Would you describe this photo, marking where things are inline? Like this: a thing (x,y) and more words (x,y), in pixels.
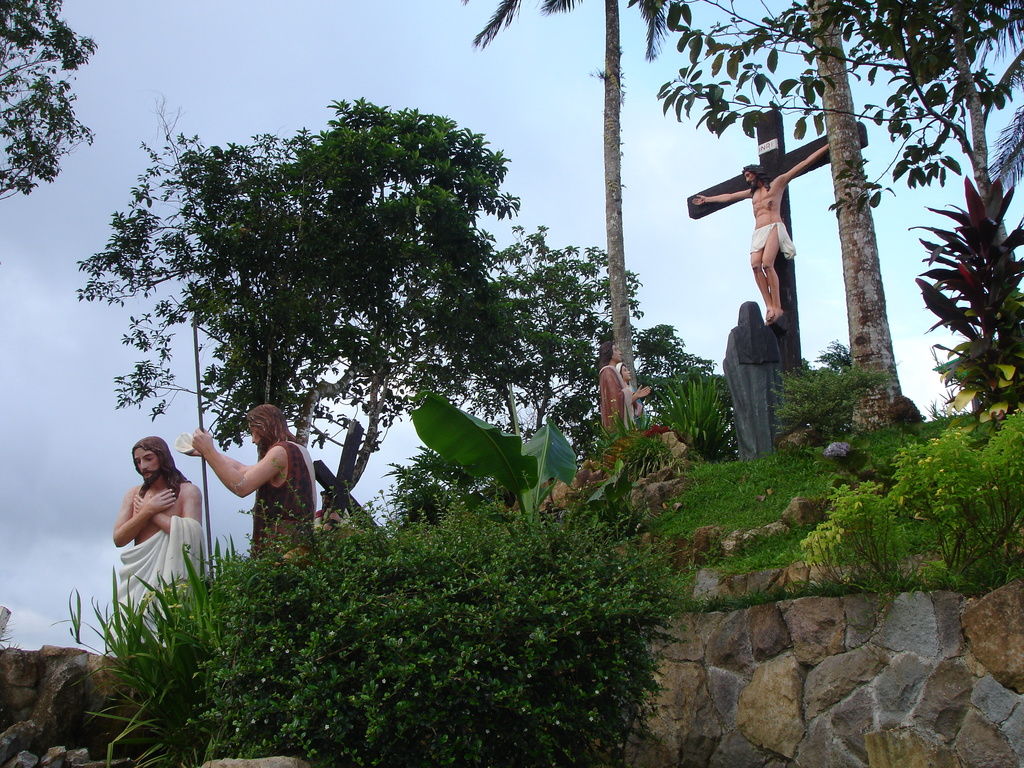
There is a greenery (967,283) and in between the greenery (592,358) there are few sculptures (731,379) of Jesus (778,219) and in the background (312,69) there is a sky (720,145).
